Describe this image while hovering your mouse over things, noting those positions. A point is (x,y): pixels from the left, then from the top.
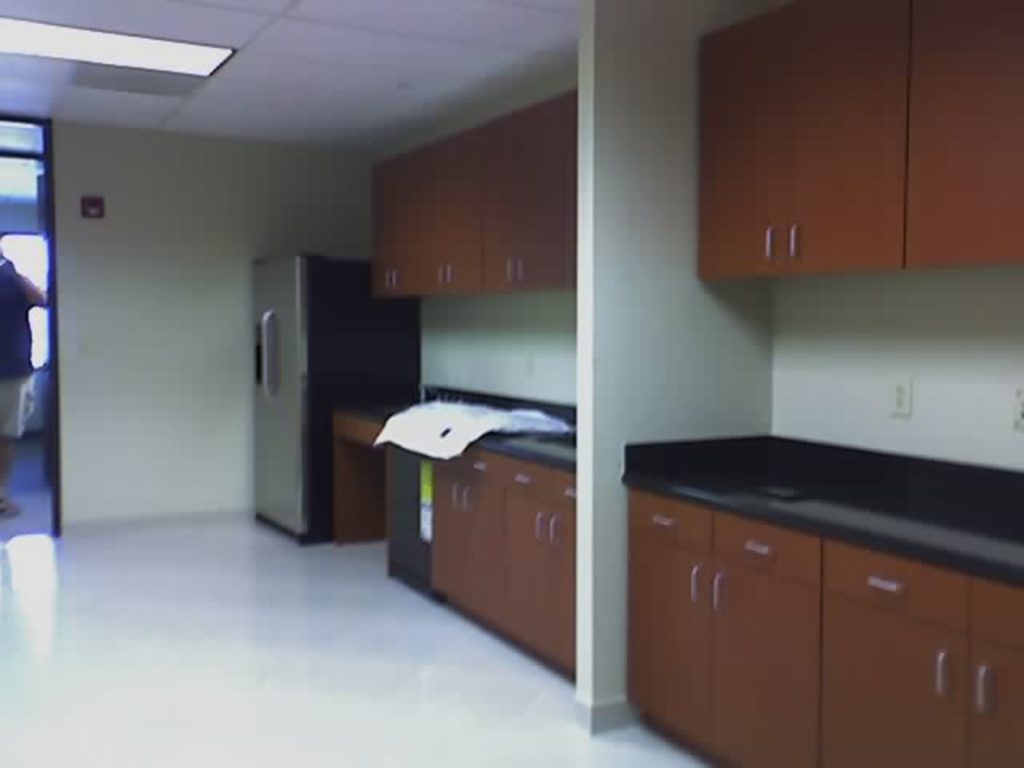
In this image we can see cupboards (497,488), refrigerator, light (100,54), and ceiling (327,96). On the left side of the image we can see a person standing on the floor (172,645).
